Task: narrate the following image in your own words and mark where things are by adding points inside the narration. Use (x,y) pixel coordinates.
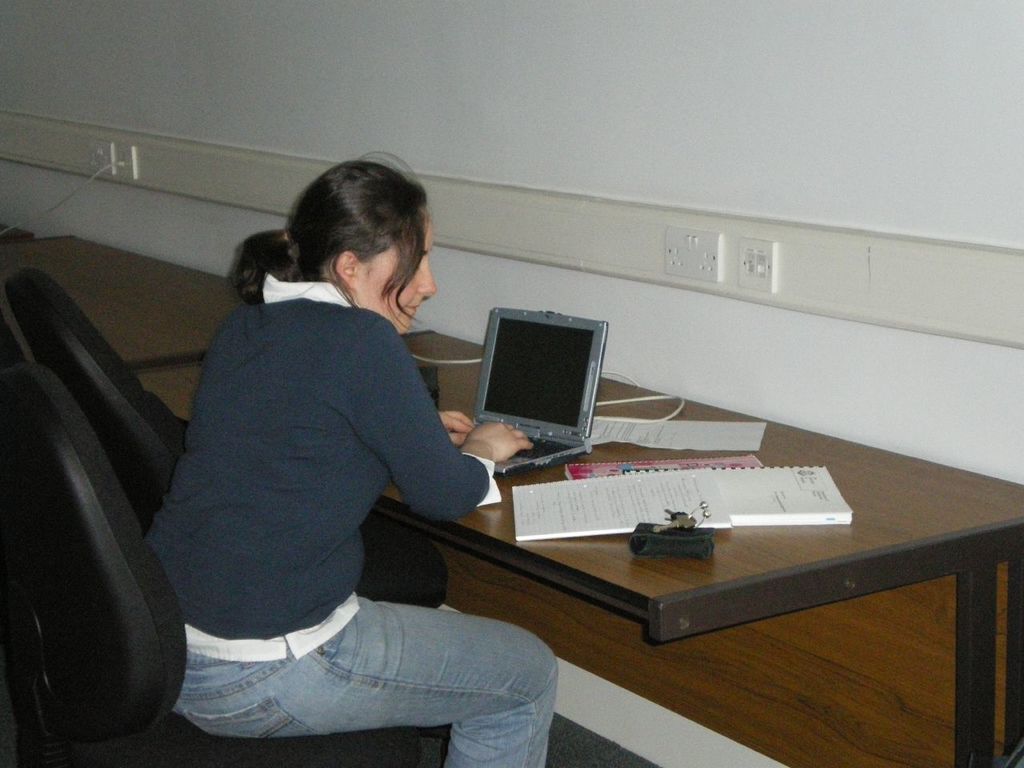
In this image we can see there is a lady (368,682) sitting in front of the table (615,392) and operating laptop (578,387), also there are so many books (623,504) beside the laptop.
